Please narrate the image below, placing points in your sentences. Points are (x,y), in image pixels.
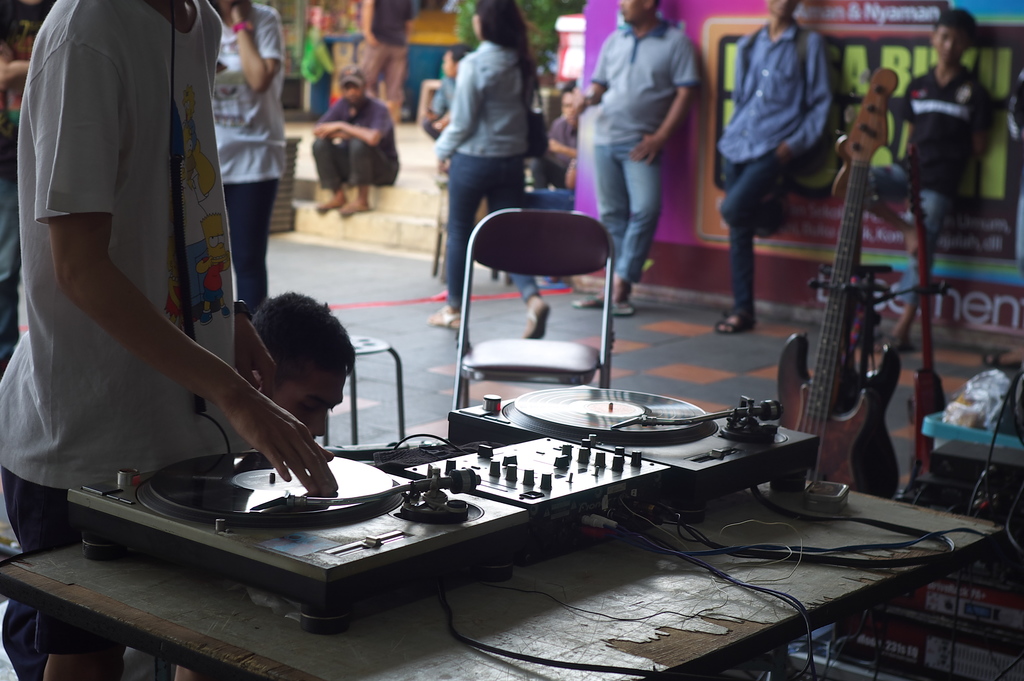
In this image we can see a person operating the DJ mixer (498,449) which is placed on the table (694,568). We can also see a chair (578,371), stool (401,367) and a person (288,404) sitting beside it. On the right side (869,489) we can see some musical instruments (822,477). On the backside (749,319) we can see a group of people (727,330) standing beside a wall (782,292), a woman (546,320) walking on the ground (503,301) and a person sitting on the stairs (430,221).
